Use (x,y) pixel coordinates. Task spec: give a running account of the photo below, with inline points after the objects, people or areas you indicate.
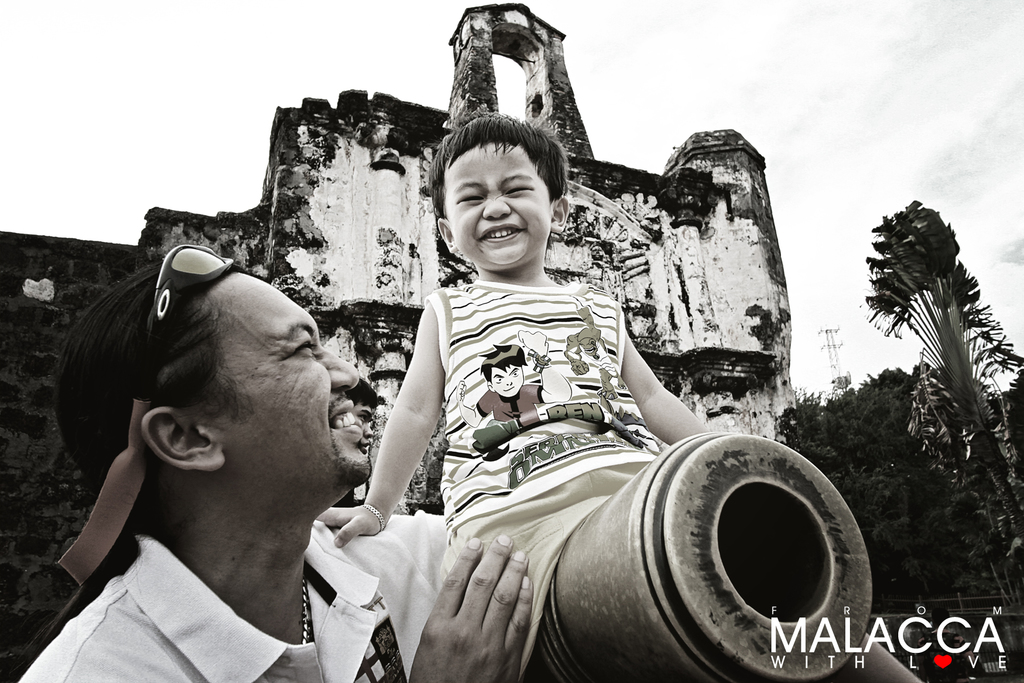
In the center of the image (431,238) we can see a fort (410,272) and a child (595,312) is sitting on a weapon (719,516). On the left side of the image (261,471) we can see two persons (313,485) are standing. On the right side of the image (906,474) we can see trees (867,395) and tower (827,342) are there. At the top of the image (842,95) clouds (833,208) are present in the sky (881,180). At the bottom right corner (991,641) we can see some text (818,639).
